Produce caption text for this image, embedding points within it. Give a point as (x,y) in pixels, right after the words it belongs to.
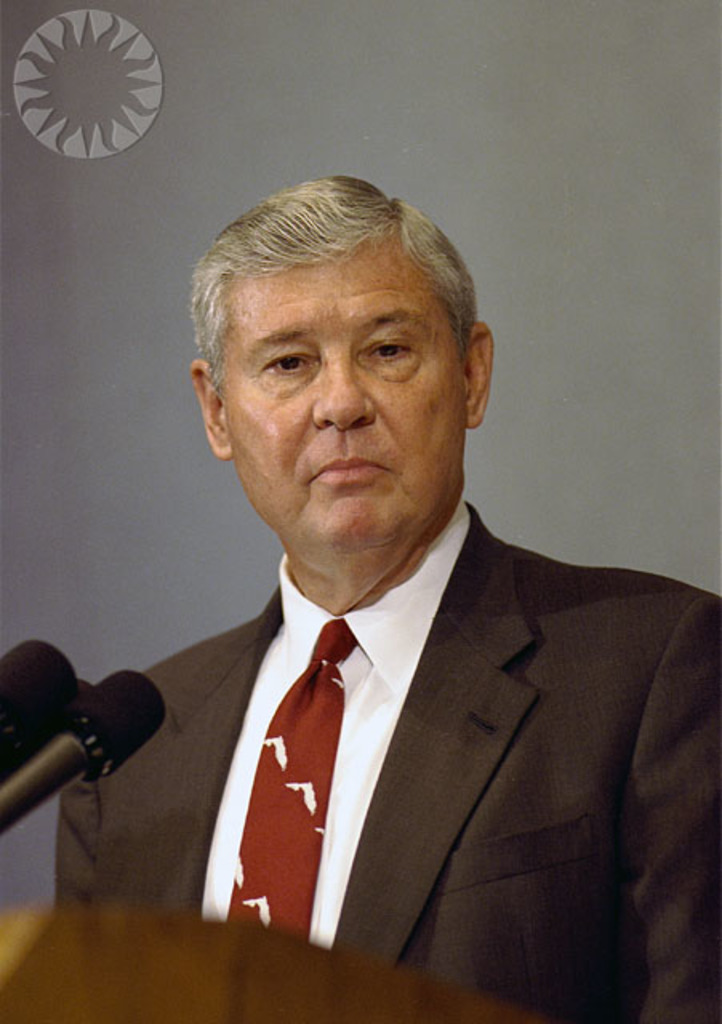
In the center of the image (350,515) we can see a man (351,538) standing. He is wearing a suit (133,780), before him there are mics (109,707). At the bottom (93,940) we can see a podium (253,959). In the background (587,296) there is a wall (104,244).
